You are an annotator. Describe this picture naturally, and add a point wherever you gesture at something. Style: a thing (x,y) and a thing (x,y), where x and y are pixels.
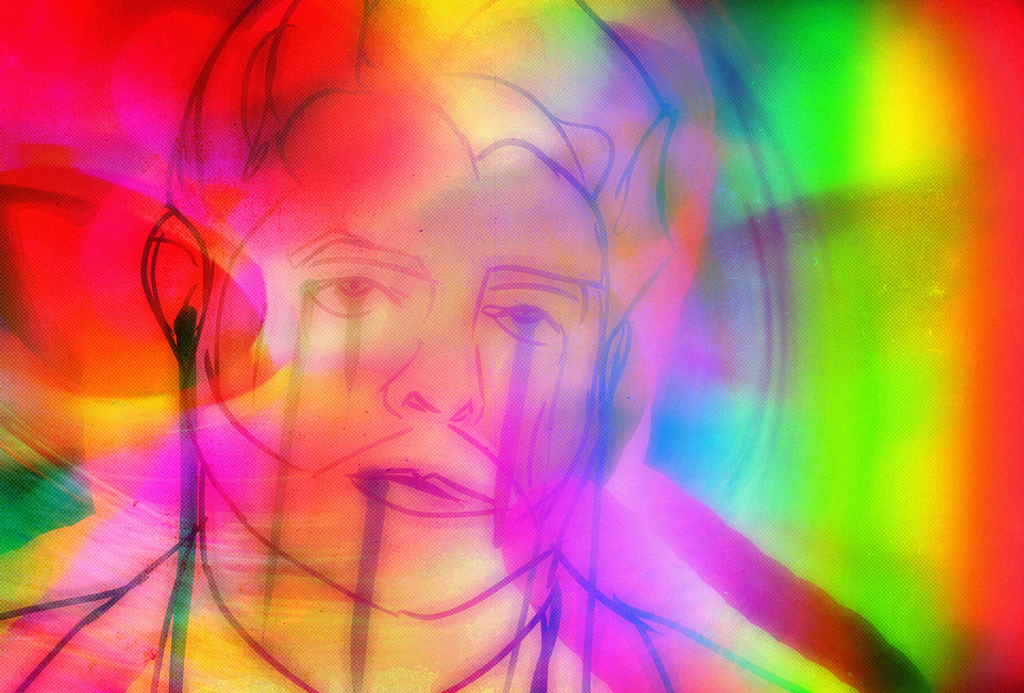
This image consists of an art. In which we can see a person (327,593). And we can also see multiple colors in this image.
